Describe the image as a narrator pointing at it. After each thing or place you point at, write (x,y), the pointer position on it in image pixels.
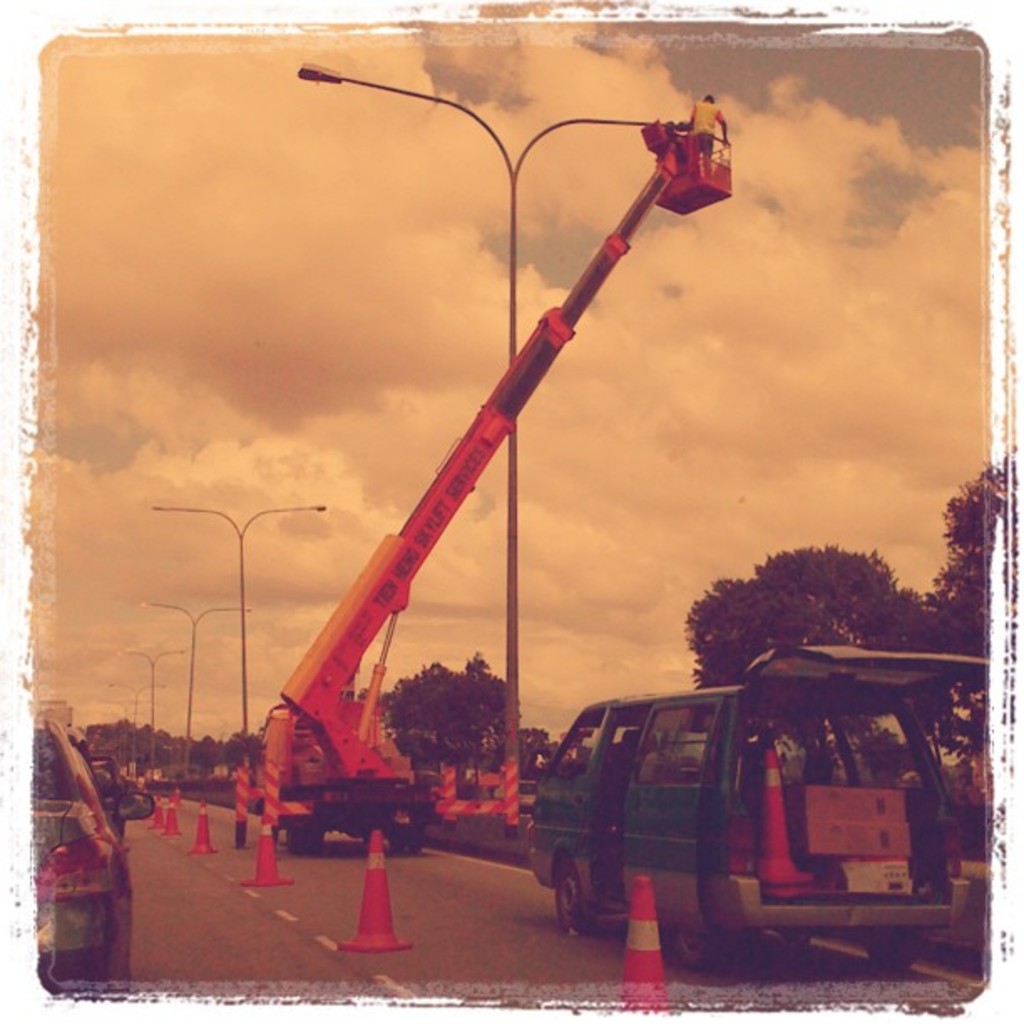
This is an edited image. In the foreground of the picture (386,817) on the road (500,872) there are vehicles (74,845), machinery (572,298), street lights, trees (437,734) and some objects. In the background (139,731) there are street lights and trees (474,697). Sky (396,378) is cloudy.
